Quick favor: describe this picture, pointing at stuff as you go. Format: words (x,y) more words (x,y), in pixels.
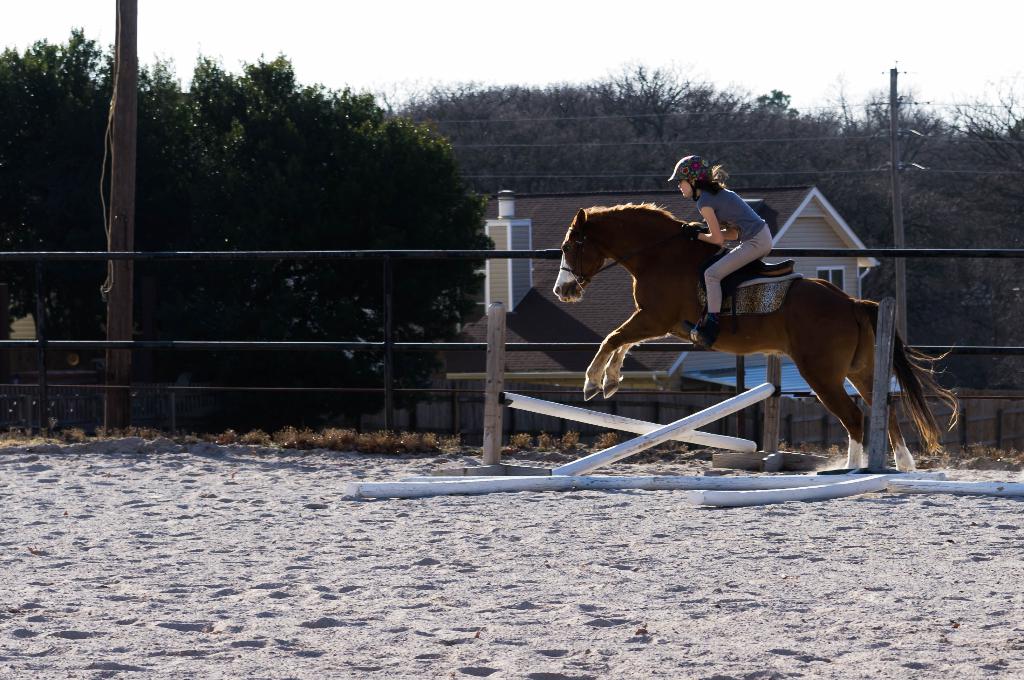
This picture is clicked outside in a city (407,541). There is a woman (720,239) riding horse (656,285). She is wearing helmet (694,161) and boots (711,329). In the background (597,296) there is a house (543,309), tree (372,183), mountain (544,144), sky (793,99) and a pole (900,160).
